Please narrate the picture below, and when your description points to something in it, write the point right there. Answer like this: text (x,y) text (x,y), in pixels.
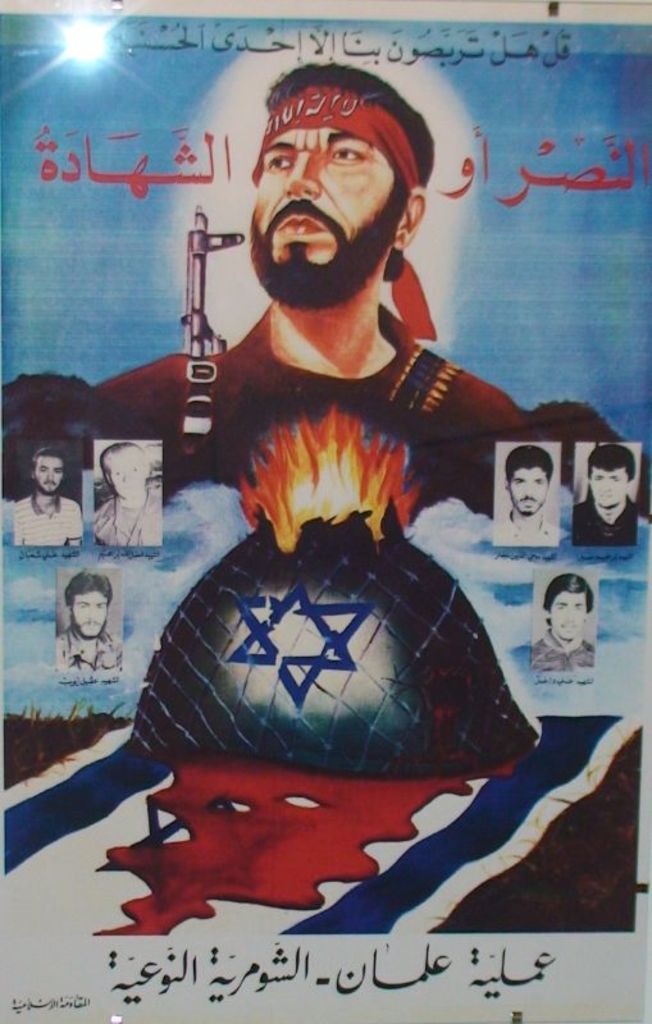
This is a poster. In this picture we can see the text (580,176), fire (287,433), some people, flag (105,744) and grass (88,731).
